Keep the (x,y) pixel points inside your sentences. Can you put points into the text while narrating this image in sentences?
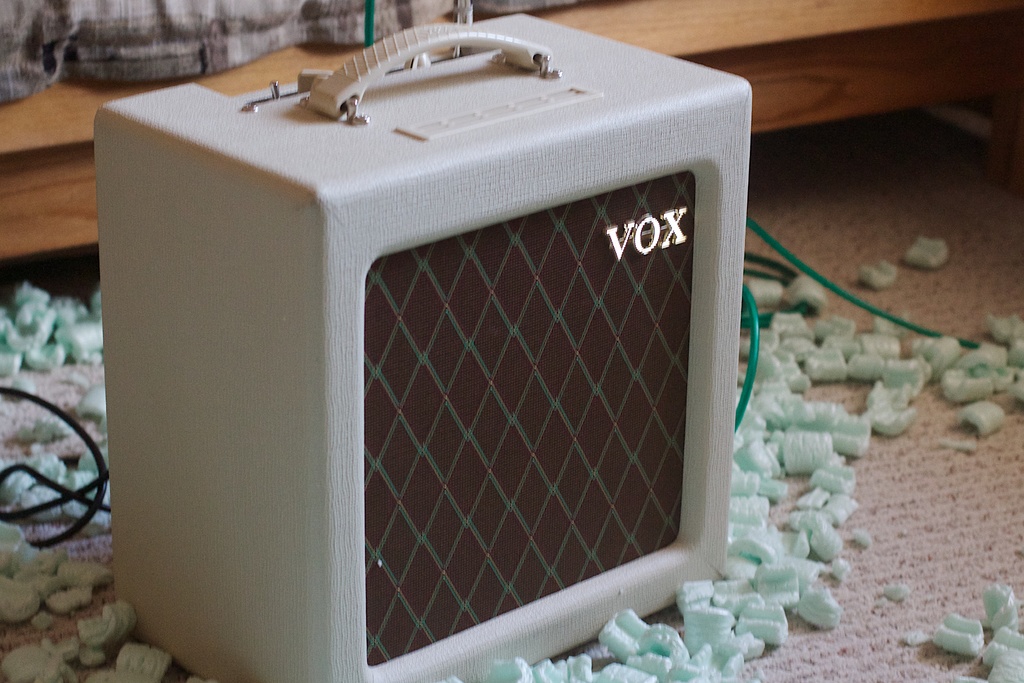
We can see box (506,471), cables (55,486) and objects (873,409) on the floor (901,506). In the background (761,55) we can see wooden object (752,37) and cloth (294,10).
